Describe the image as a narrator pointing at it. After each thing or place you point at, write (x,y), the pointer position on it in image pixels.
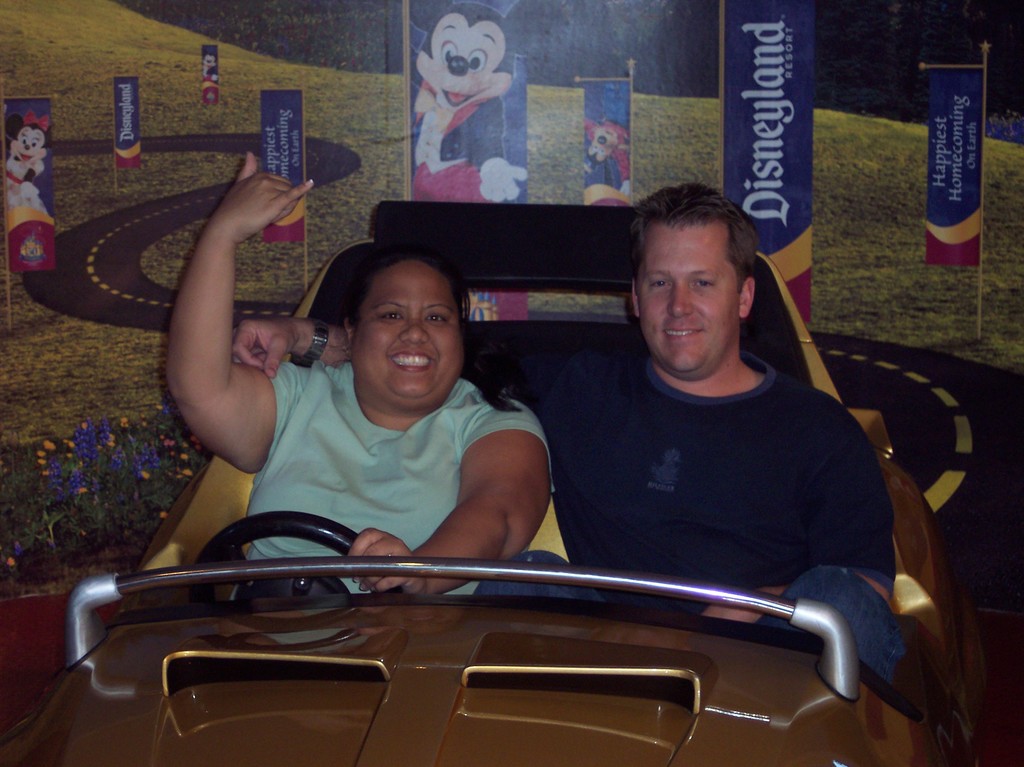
In this image there are two people (424,488) sitting in the car (537,670) in the foreground (498,597). And It looks like there is a wallpaper (494,90) in the background (292,265).
